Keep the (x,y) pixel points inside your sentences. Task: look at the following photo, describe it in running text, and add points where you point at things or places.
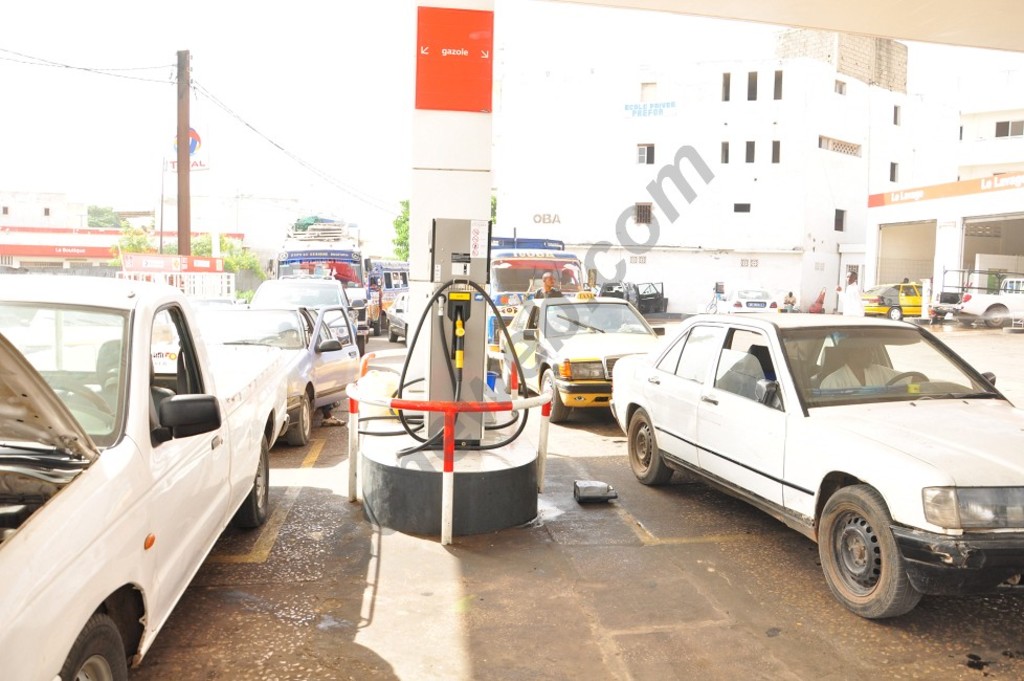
In this image I can see few cars (206,487) on the ground (598,512), a person (850,359) sitting in the car (805,347), a petrol pump (483,329) and an object (579,493) which is black in color on the ground (599,476). In the background (846,282) I can see few persons (855,292) standing, few vehicles (620,286), few buildings (752,282), a pole (184,231), few wires (149,79), few trees (145,235) and the sky (56,104).
